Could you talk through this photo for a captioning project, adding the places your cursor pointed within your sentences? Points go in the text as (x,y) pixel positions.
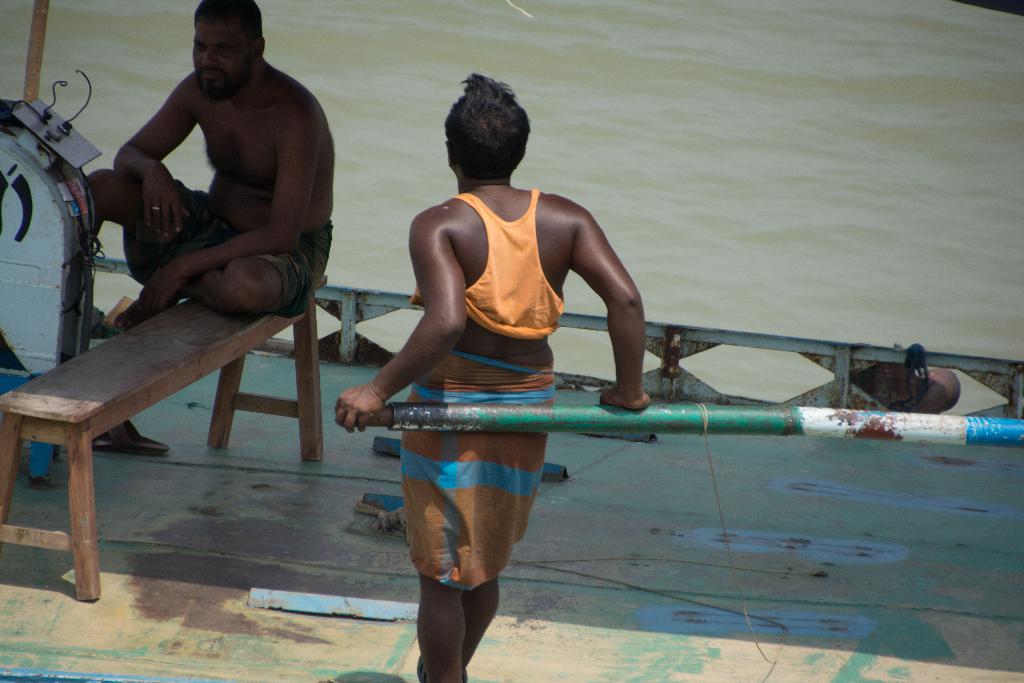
In this image in the front (637,397) there is a pole (688,411) and there is a person (470,377) standing and leaning on the pole (464,424). On the left side (166,192) there is a person (201,202) sitting on the bench (194,328) and in the background (448,73) there is water (692,120). On the left side (26,208) there is a machine (38,200) which is white in colour.
